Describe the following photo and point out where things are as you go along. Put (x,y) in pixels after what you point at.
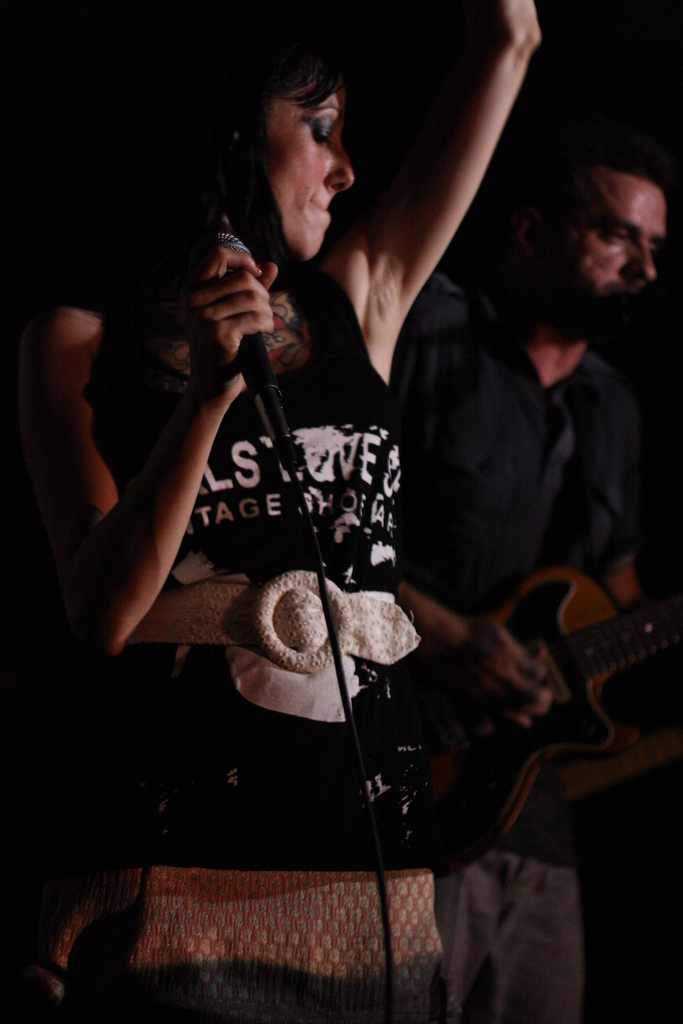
This picture shows a woman (380,688) and a man (437,376). The man (496,630) holding a guitar (600,617) in his hand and playing and we see a woman (293,787) standing and holding a microphone (270,366) in her hand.
